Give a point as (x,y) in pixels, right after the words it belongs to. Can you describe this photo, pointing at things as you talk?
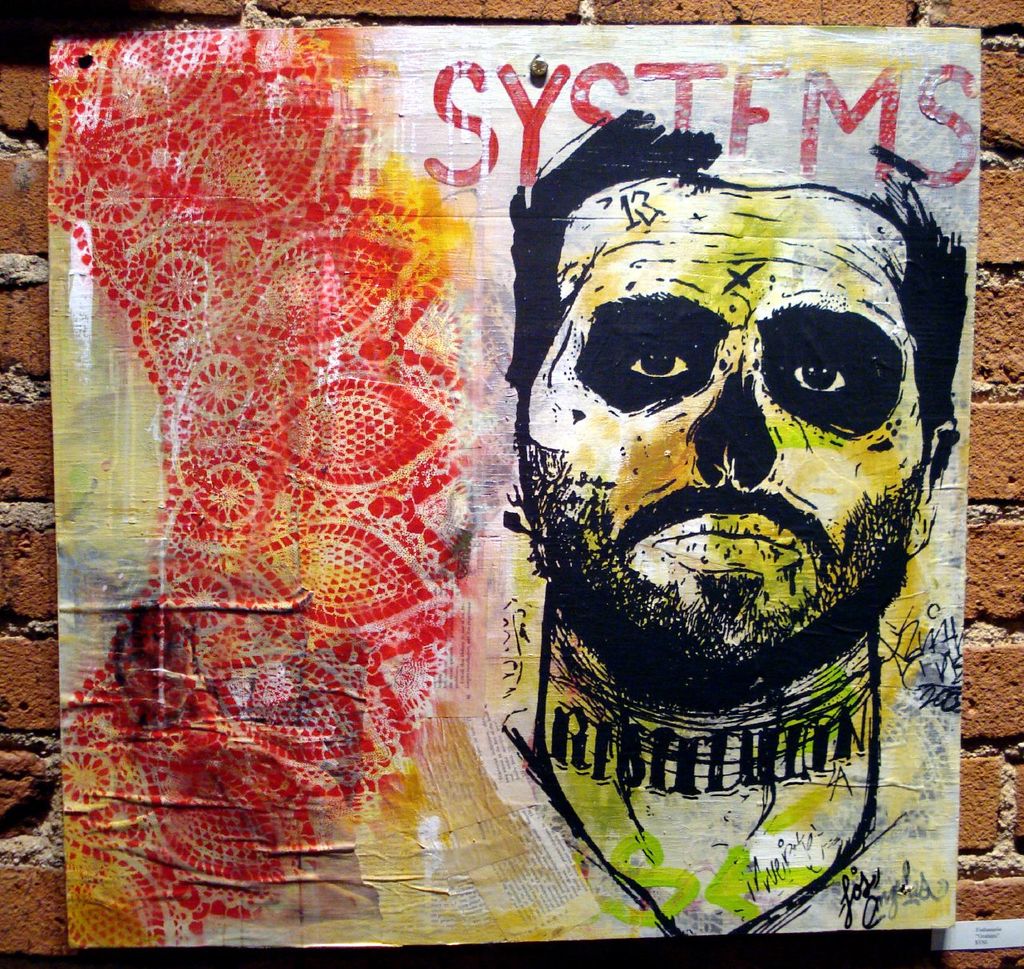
In this image we can see a board (500,359) with painting (479,464) attached to the brick wall (42,456).
